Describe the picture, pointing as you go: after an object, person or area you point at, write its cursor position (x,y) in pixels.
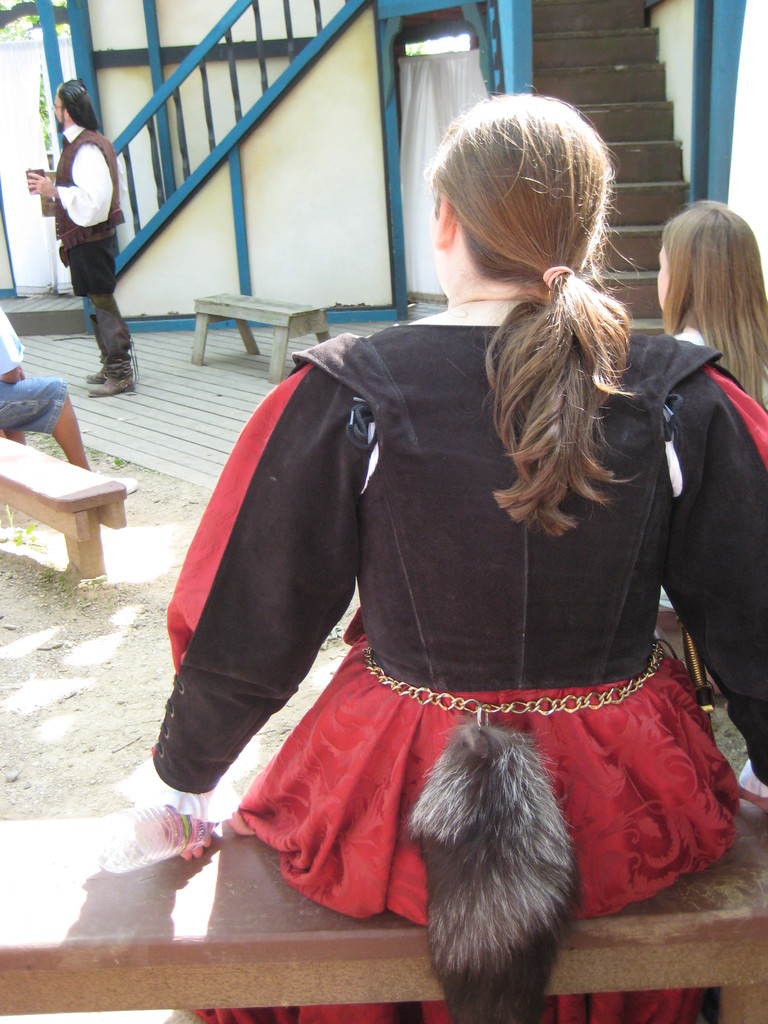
These persons (385,656) are sitting on the bench (760,825) and this person (68,184) standing. We can see staircases (575,8), wall (358,231), curtain (415,184).
